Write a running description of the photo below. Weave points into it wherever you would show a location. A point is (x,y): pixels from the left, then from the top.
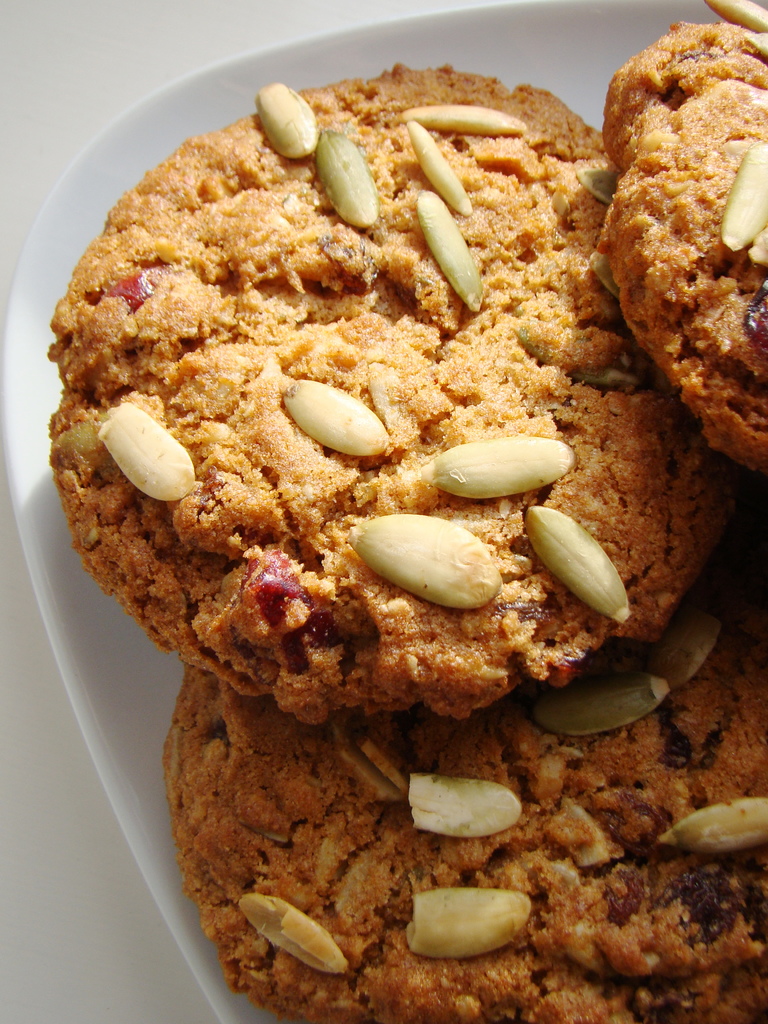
Here we can see three cookies (307,382) in a plate (31,331) on a platform (96,104).
